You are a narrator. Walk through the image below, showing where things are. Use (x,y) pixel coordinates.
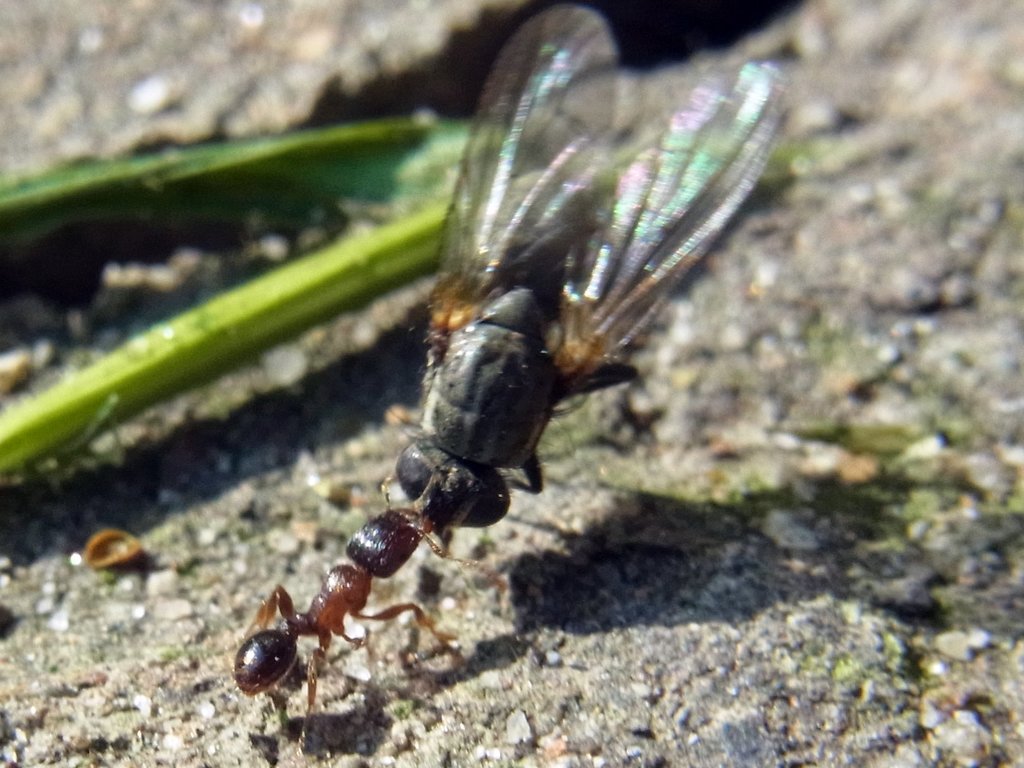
In the image there is an ant (351,587) and a house fly (547,171) on the ground (812,206). And also there is a green color item (133,345) on the ground (288,234).
